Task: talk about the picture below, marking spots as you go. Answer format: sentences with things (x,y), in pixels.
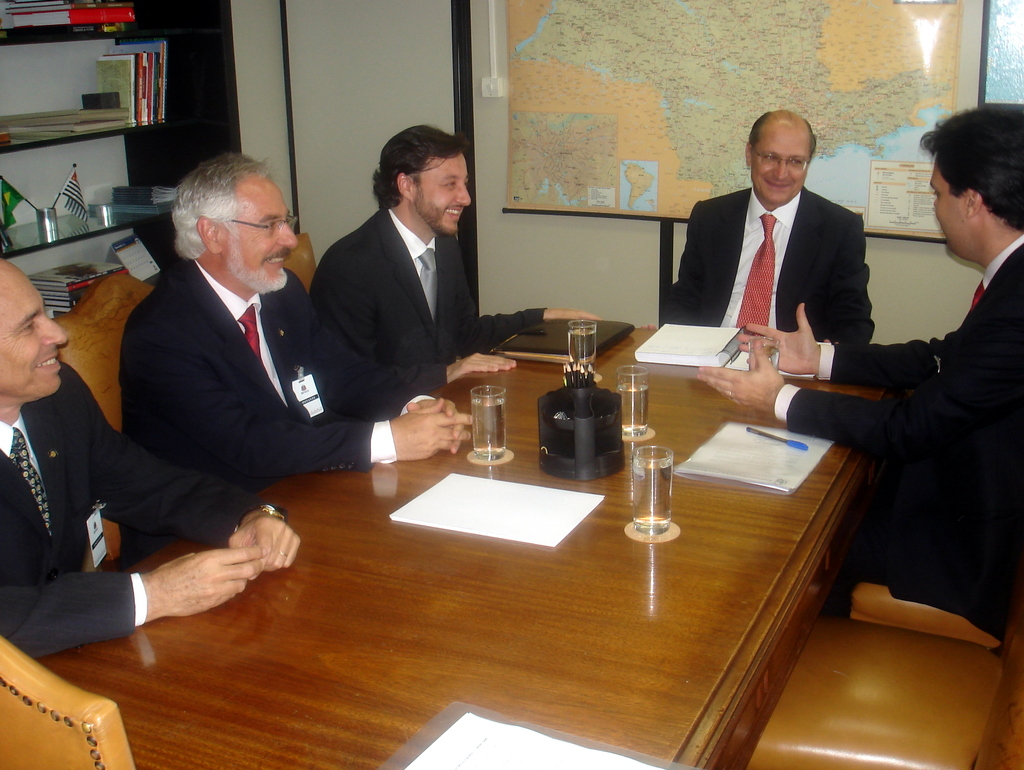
There are 5 men (422,404) sitting on the chair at the table (675,380) and laughing. On the table (493,548) there are books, files (758,463), pen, water glasses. In the background (167,186) there is a map (640,113) on the wall (673,236), door (401,91) and books (38,138) and flags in the rack (81,221).
